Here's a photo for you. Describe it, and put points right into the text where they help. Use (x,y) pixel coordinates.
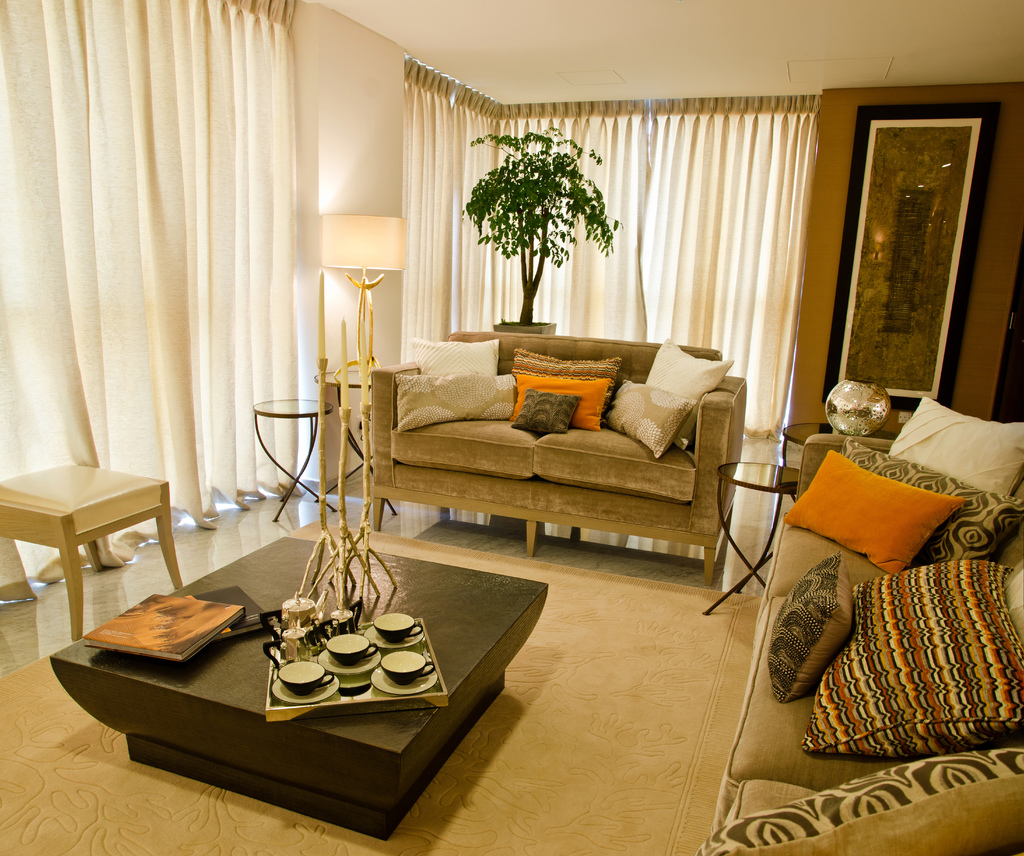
In the image there are two couches (526,344) and there are some pillows (633,396). Behind the couch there is a plant (539,172) and there is a lamp (384,230). Top left side of the image (167,198) there is a curtain (23,21). In the middle of the image there is a table (257,564) on the table (483,593) there are some cups (385,642) and books (245,602). Top right side of the image (816,264) there is a wall (998,288) on the wall (1008,253) there is a frame (981,168).
